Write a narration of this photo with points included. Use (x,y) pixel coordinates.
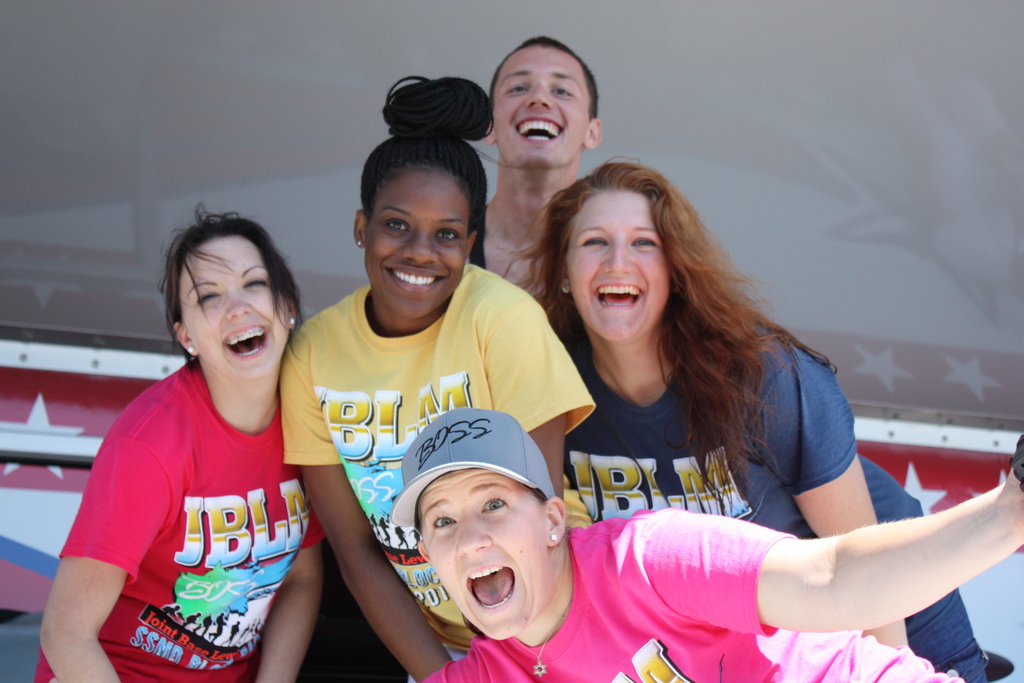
In this picture, we see a man (504,162) and four women (507,317) are smiling and they are posing for the photo. The woman (419,529) in front of the picture wearing a pink T-shirt (659,592) and a grey cap (488,460) might be clicking the photo with the mobile phone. Behind them, we see a board (1016,592) in white and red color. In the background (314,175), we see a wall (299,110) or a banner (731,120) in white color.
